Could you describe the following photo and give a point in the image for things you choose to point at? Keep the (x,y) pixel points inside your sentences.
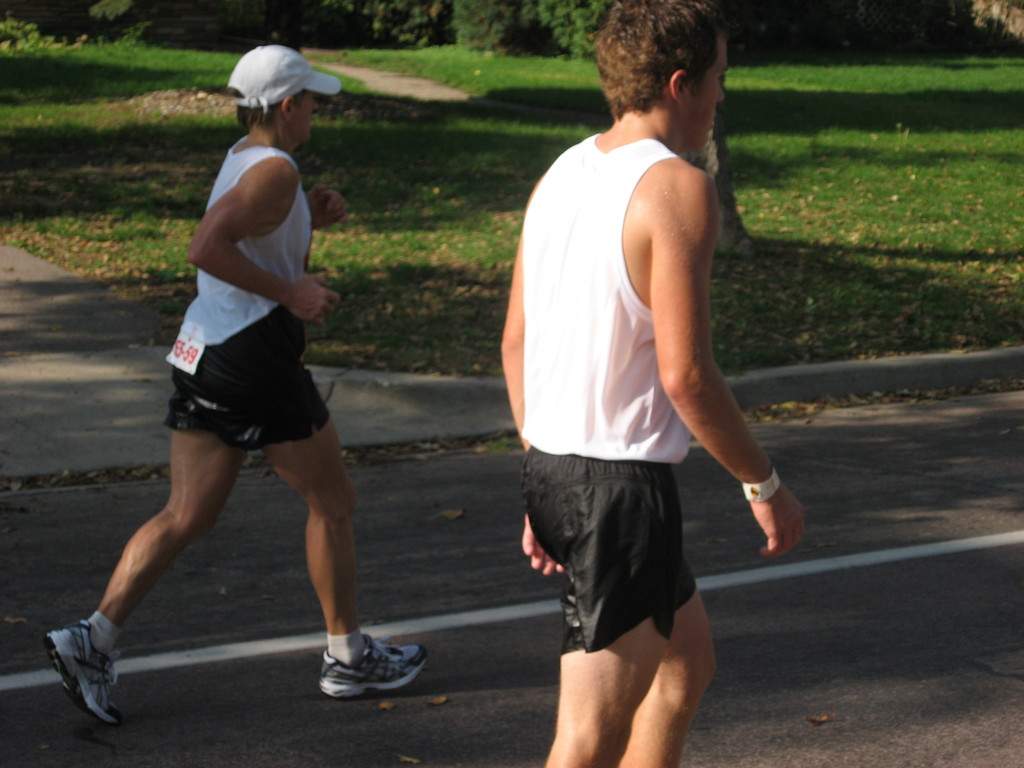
In this image I can see two persons (615,437). The person (640,441) in front (592,427) is walking on the road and the other person (313,388) is running, they are wearing white and black color dress (255,248). Background (784,187) I can see grass (793,175) and plants (455,43) in green color.
